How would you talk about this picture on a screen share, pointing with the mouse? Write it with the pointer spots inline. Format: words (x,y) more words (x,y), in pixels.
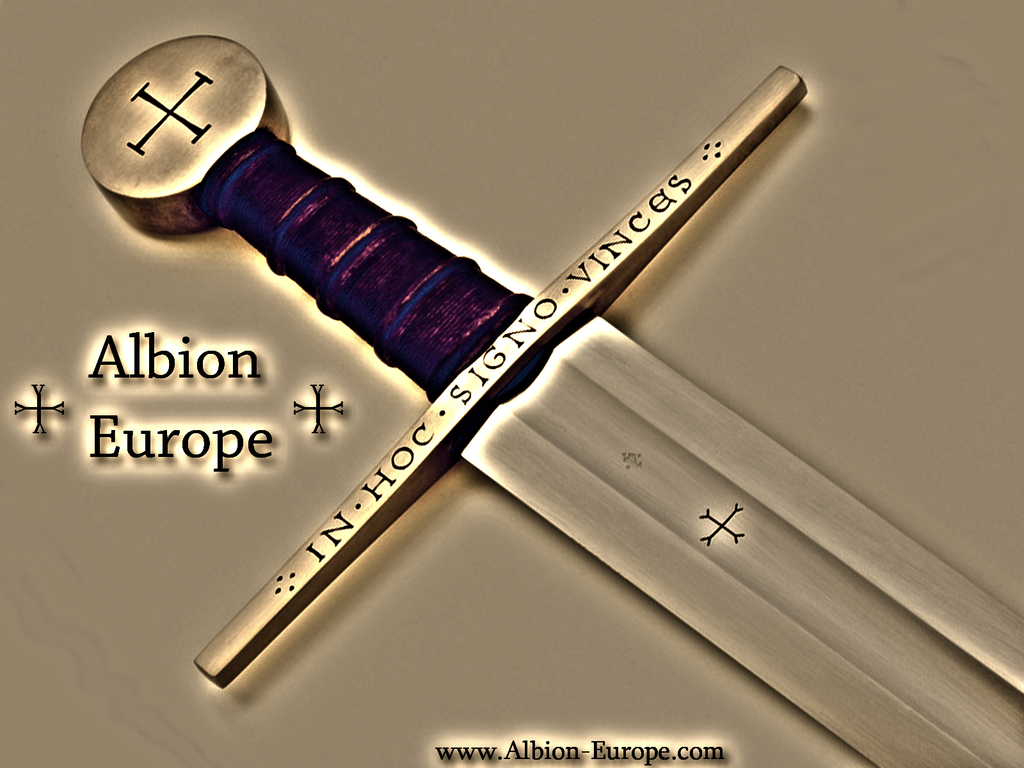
In this image in the center (574,378) there is a sword (564,445), and on the sword (412,448) there is some text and on the left side (186,366). And at the bottom of the image (565,747) there is some text (636,752).
